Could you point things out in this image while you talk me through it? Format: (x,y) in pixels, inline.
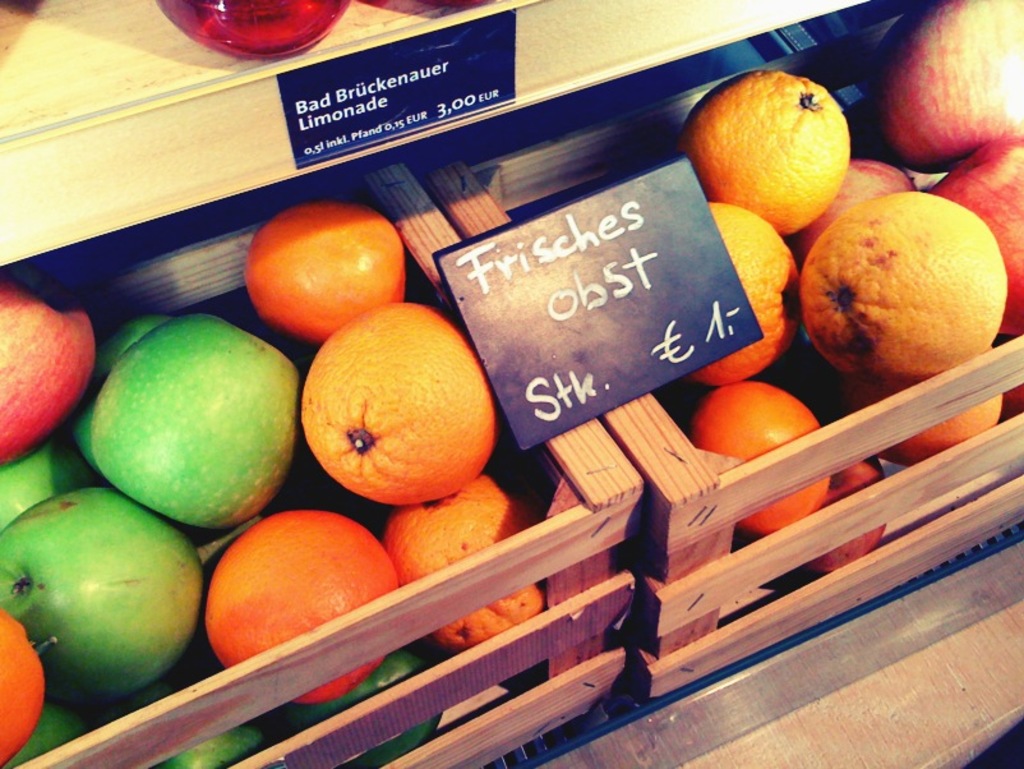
In this image I can see few fruits (276,543) in the wooden baskets (611,519). I can see these fruits (475,521) are in green, orange and red color. I can see the boards (475,345) and something is written on the boards (539,306).
